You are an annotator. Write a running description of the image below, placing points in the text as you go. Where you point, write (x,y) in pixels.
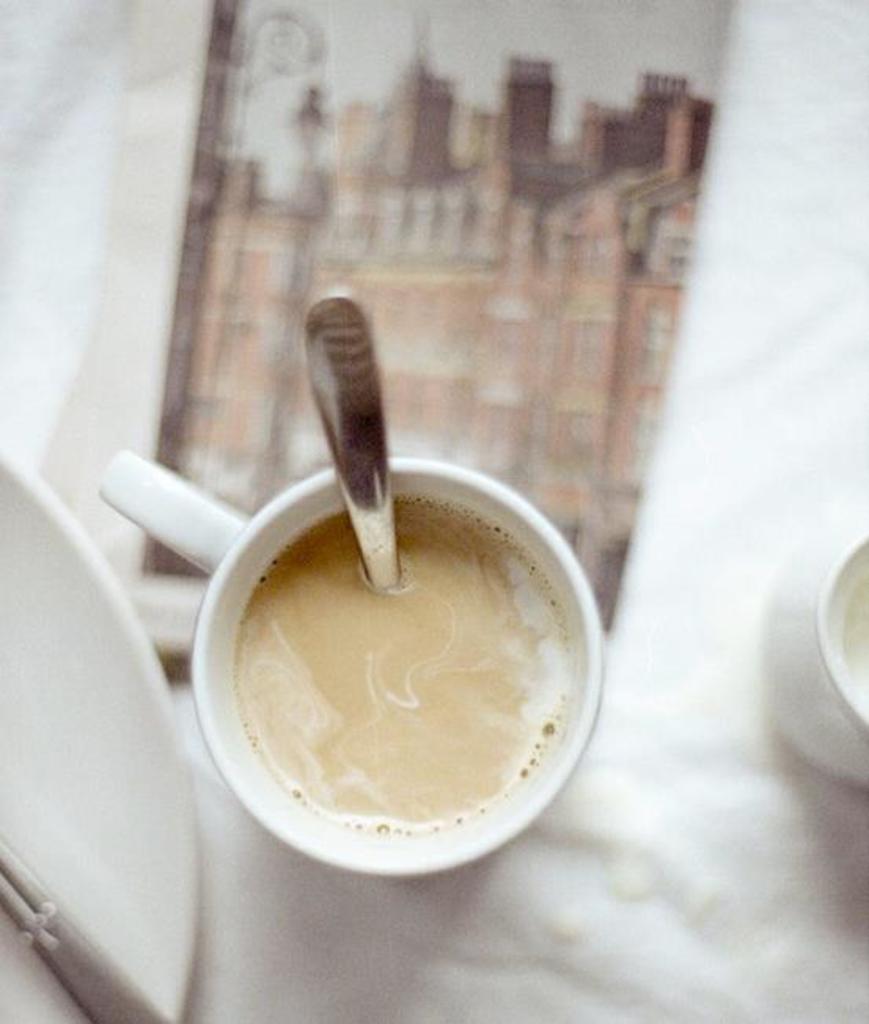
In the center of the image (572,660) we can see a spoon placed in a cup (444,473). To the right side of the image (793,693) we can see a bowl (829,660). On the left side of the image (80,930) we can see a spoon (55,910) placed on a plate (114,787) placed on the surface (804,412).
